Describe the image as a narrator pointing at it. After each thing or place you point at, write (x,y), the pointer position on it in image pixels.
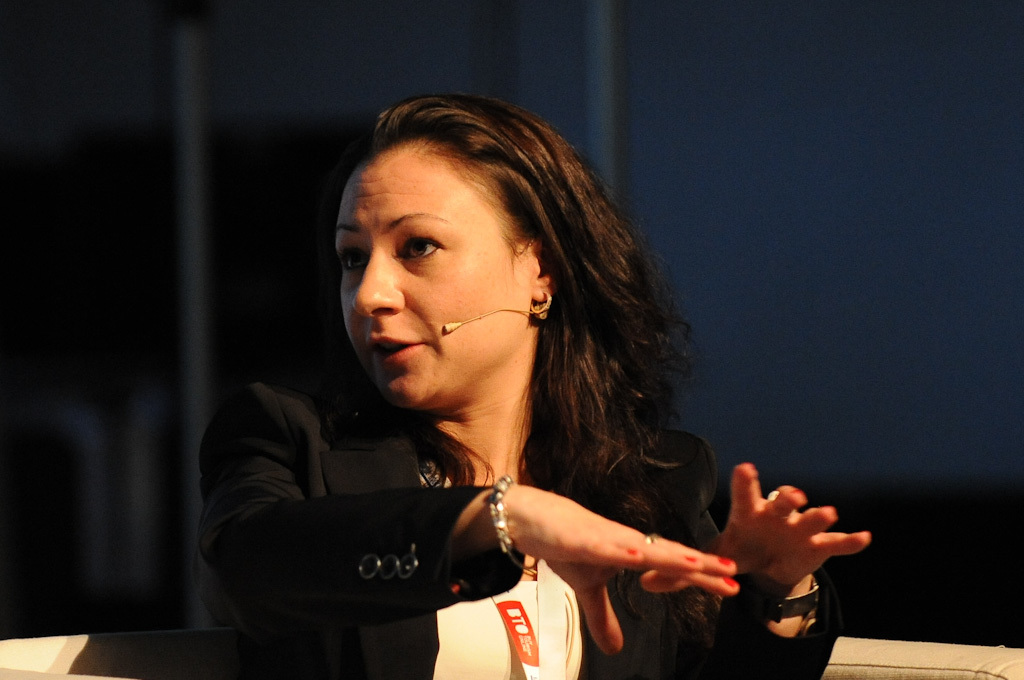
In this image we can see a woman (688,629) wearing a coat (394,606) and a microphone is sitting on a sofa (933,659). In the background (862,175), we can see the curtains (256,113).
